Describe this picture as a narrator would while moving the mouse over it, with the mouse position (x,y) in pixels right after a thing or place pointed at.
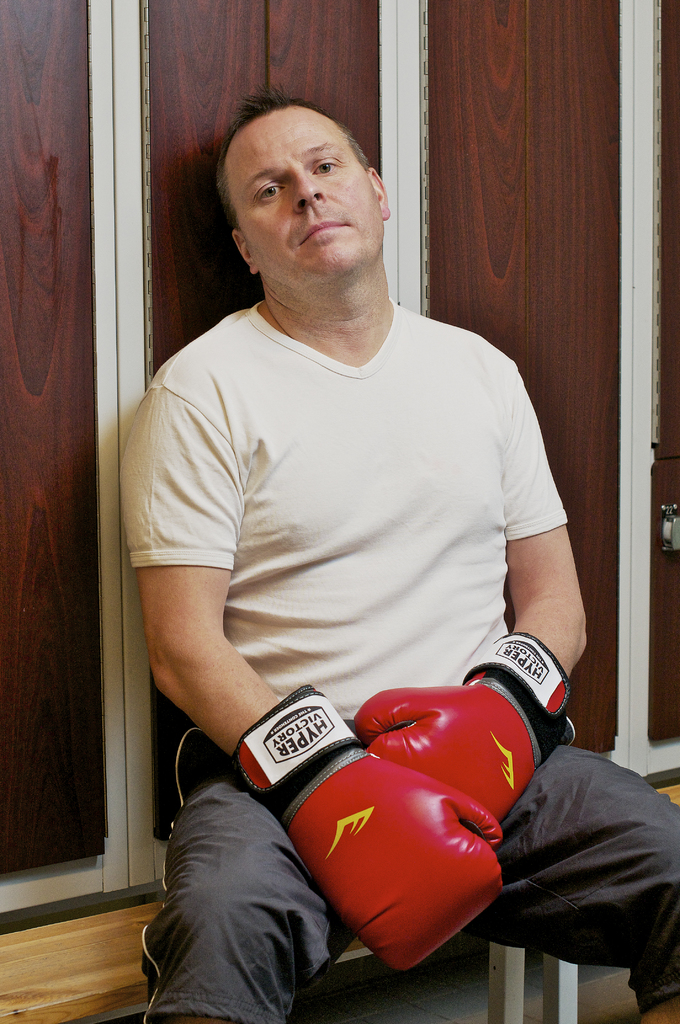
In the center of the image (322,345) we can see a person (183,967) is sitting on some object (93,995). And we can see he is wearing boxing gloves (412,895). In the background (14,698) there is a wooden wall (666,325).
